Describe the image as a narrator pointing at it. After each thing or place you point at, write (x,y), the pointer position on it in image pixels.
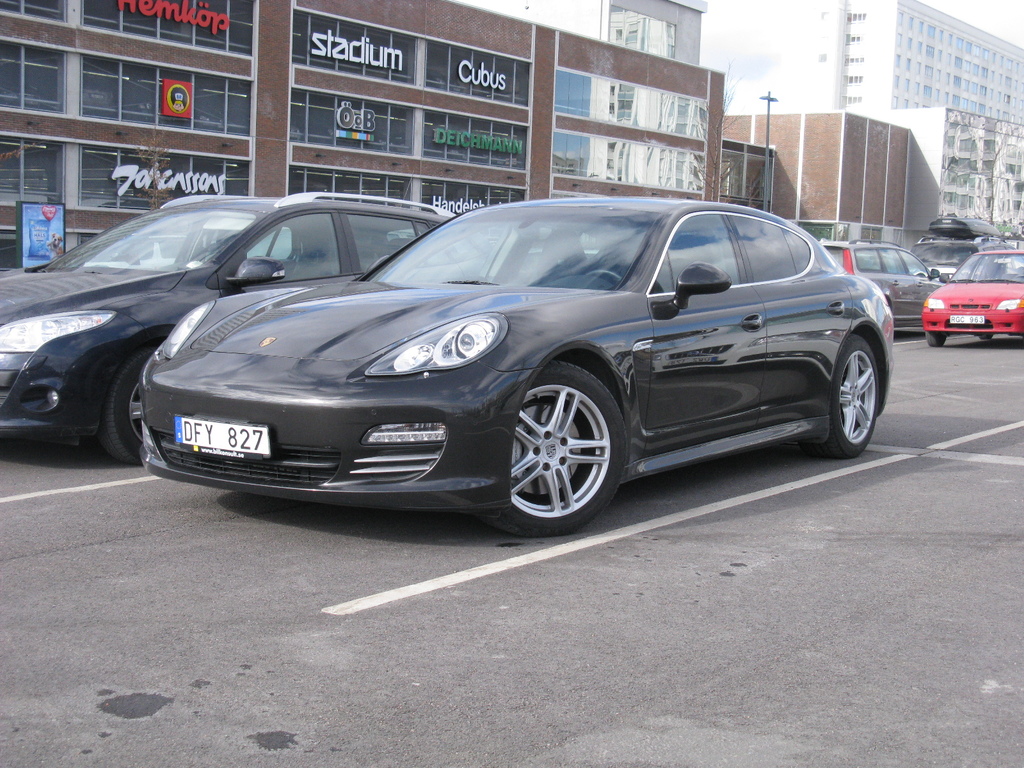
At the left side of the picture (165,110) we can see buildings (574,113). Here we can see vehicles (276,312) on the road (282,530). This is a blue board (44,243).
